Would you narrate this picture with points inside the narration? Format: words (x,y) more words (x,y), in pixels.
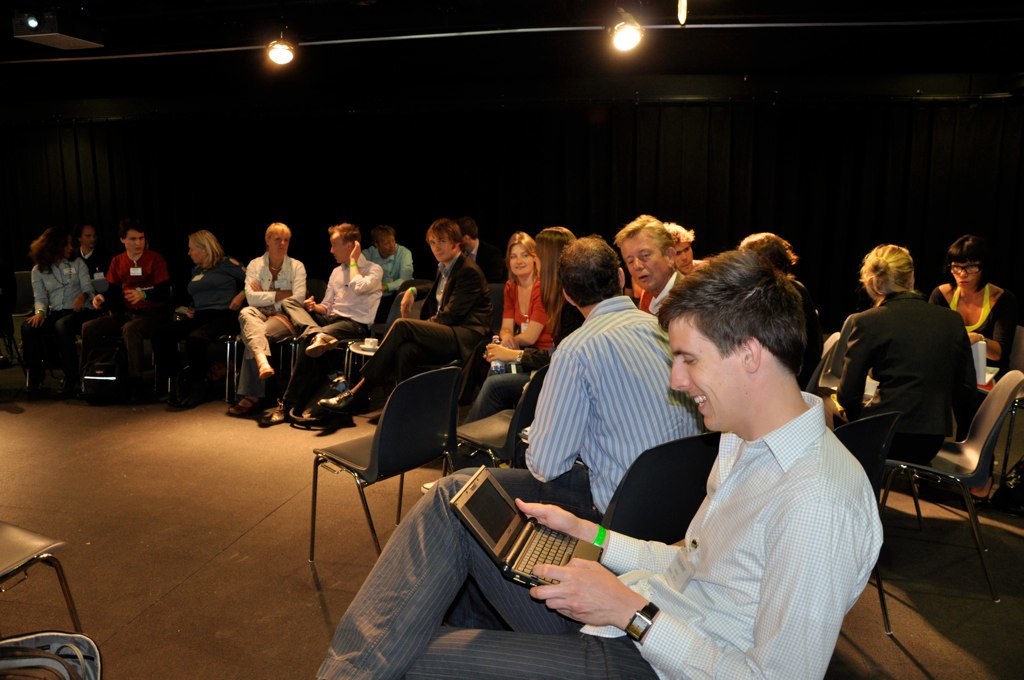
In this image we can see many persons (719,303) sitting on the chairs (525,403). In the background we can see curtain (749,178) and lights (284,61).
